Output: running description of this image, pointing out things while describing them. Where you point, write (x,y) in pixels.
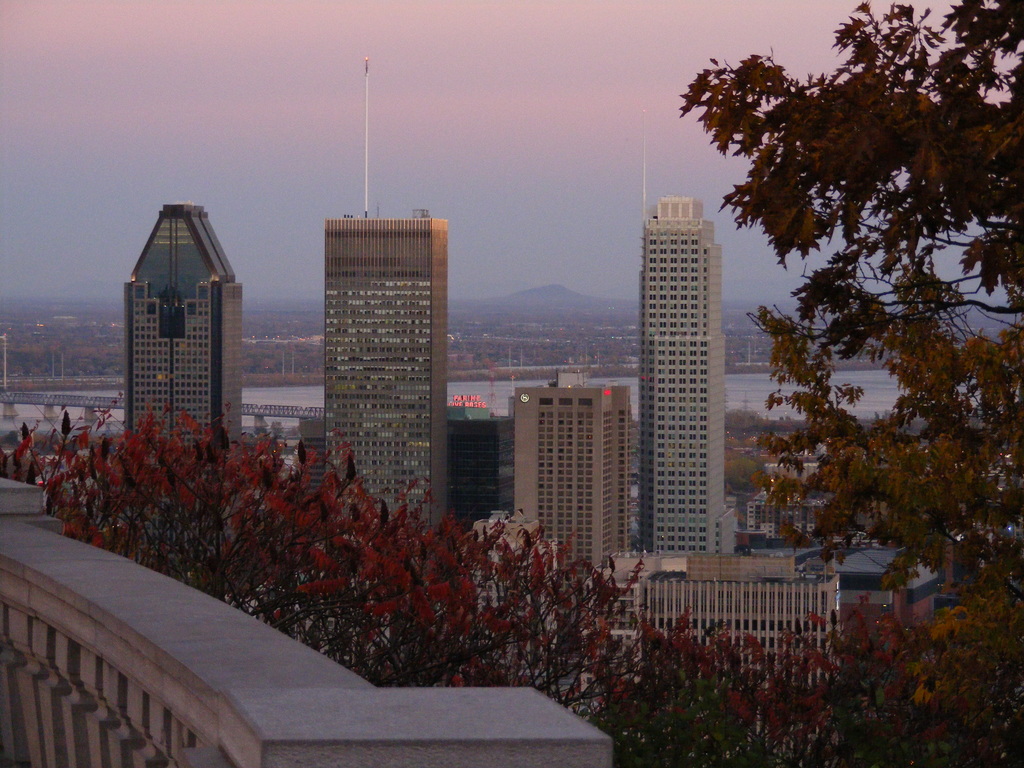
In the image there are tall buildings (660,340) in the middle (400,367). On the right side (900,198) there are trees (915,388). On the left side (129,641) there is a wall (100,633), Beside the wall (205,599) there are plants (364,605) with red colour leaves (364,521). At the top (320,26) there is the sky (329,111). Behind the buildings (579,409) there is a bridge (316,410) in the water (313,394).
